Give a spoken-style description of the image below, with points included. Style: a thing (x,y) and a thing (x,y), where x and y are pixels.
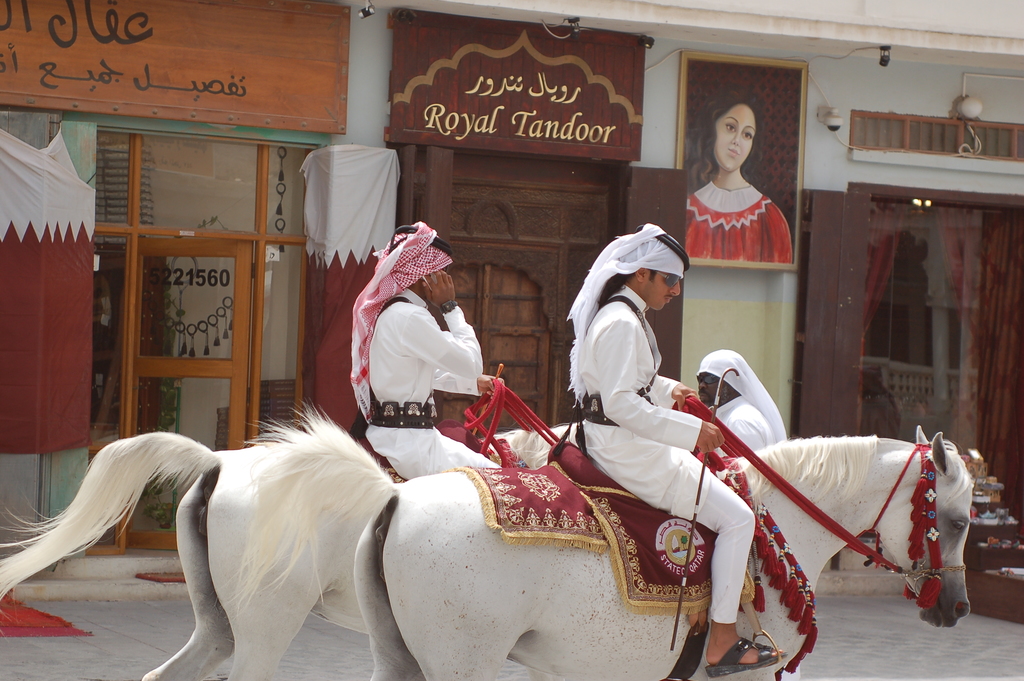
In this image in the foreground (454,527) there are two horses (454,527), and on the horses (327,497) there are two people (679,434) sitting and they are holding ropes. And in the background (538,130) there are doors (602,211), wall (725,295), photo frames (712,144), boards (625,70) and some clothes (340,178) and some objects (988,520). And at the bottom (348,638) there is a walkway (824,658).
